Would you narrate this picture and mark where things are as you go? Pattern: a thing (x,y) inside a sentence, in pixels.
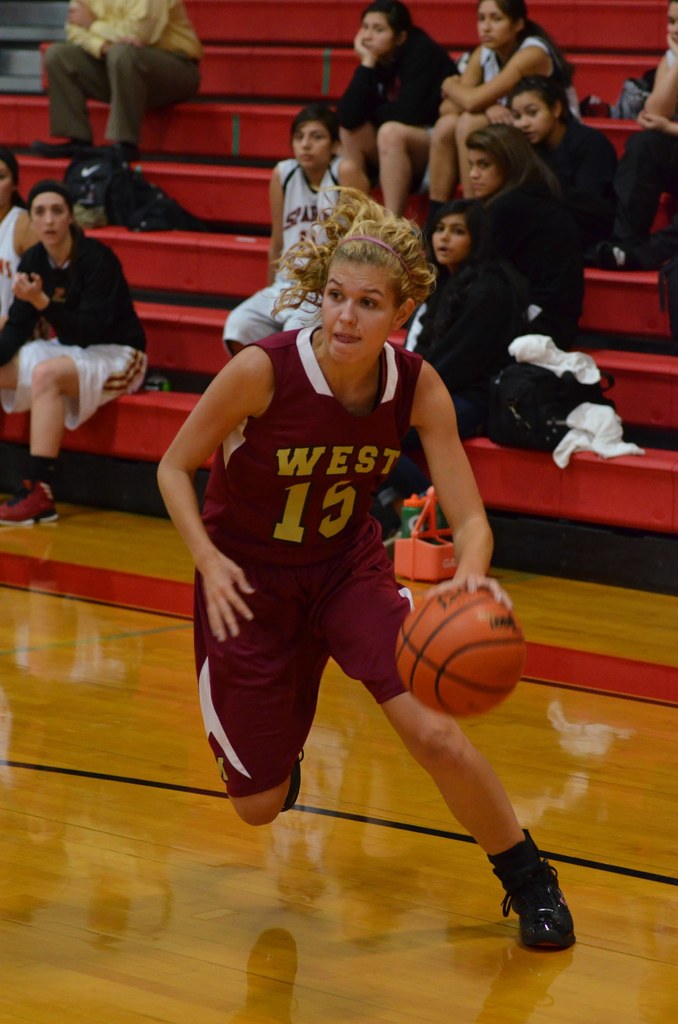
In this image, I can see a woman (429,747) playing the basketball game. In the background (97,330), there are few people (523,132) sitting on the benches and an object (432,492) is placed on the floor (540,598).
